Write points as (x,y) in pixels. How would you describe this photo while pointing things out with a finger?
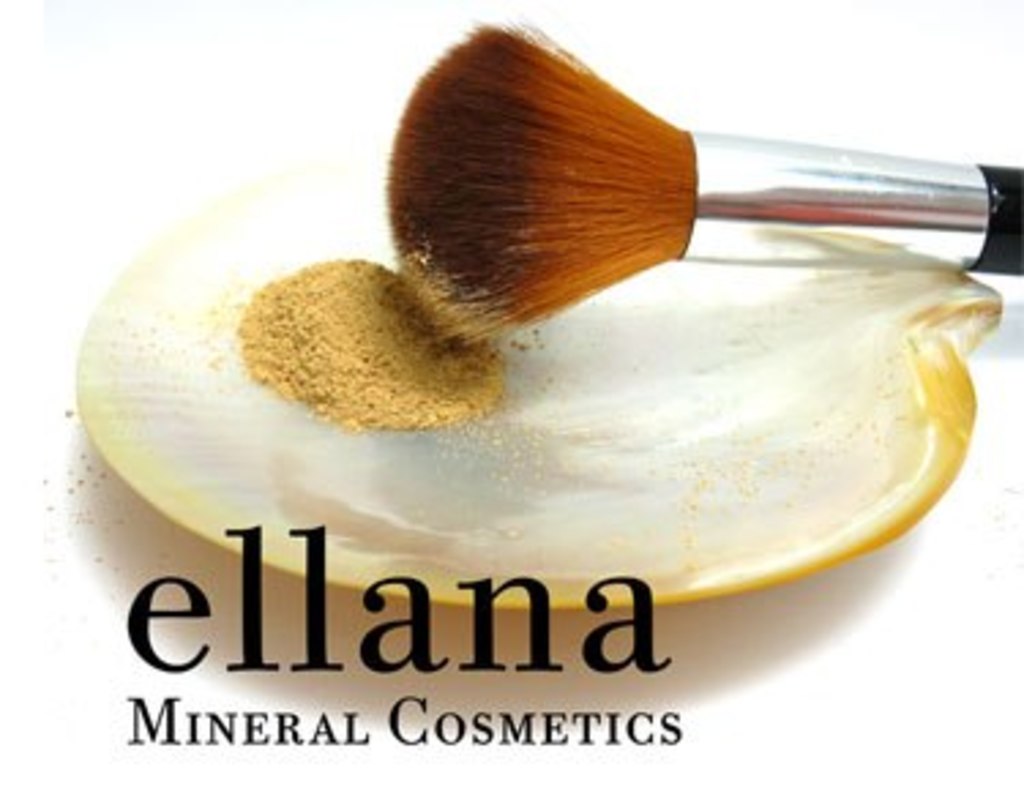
In this image we can see powder (350,323) and makeup brush (541,255). At the bottom of the image (368,618) there is a text (371,644).
